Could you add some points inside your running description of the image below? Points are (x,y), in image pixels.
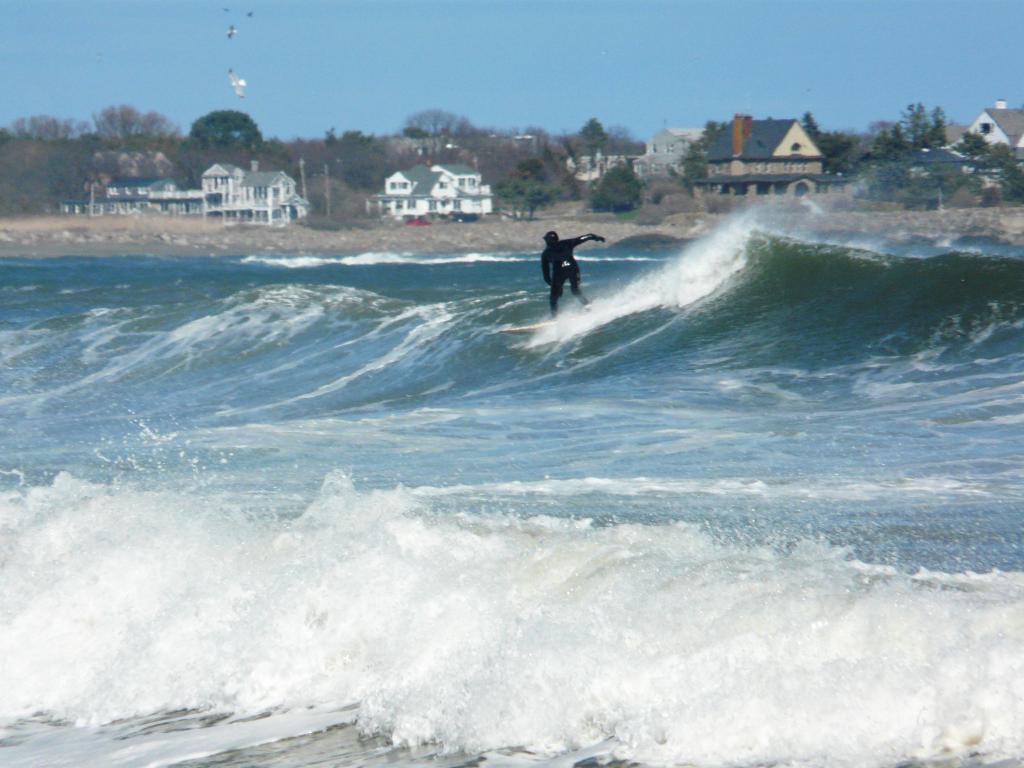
This image consists of a man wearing a black dress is surfing. At the bottom (135,561), there is water (639,411). It looks like an ocean (299,341). In the background (59,138), there are houses (150,190) along with trees (30,179).
